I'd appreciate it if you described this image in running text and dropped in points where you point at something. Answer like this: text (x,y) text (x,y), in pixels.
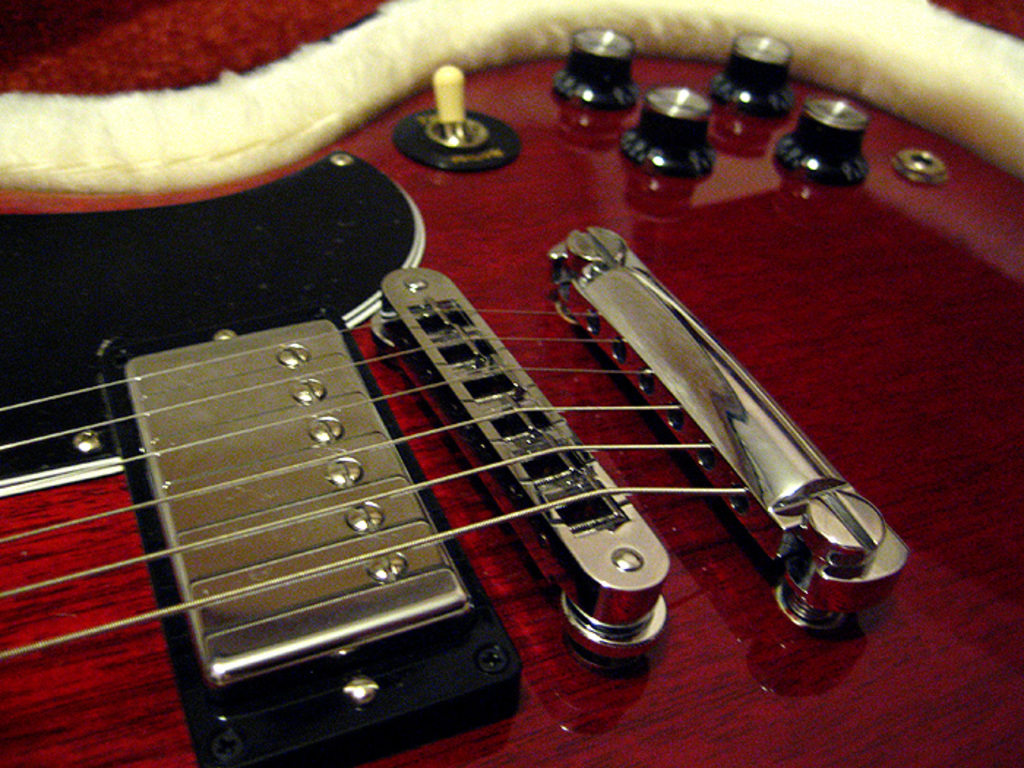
In the center of the image (572,371) we can see a guitar (770,332) with strings (393,494).
